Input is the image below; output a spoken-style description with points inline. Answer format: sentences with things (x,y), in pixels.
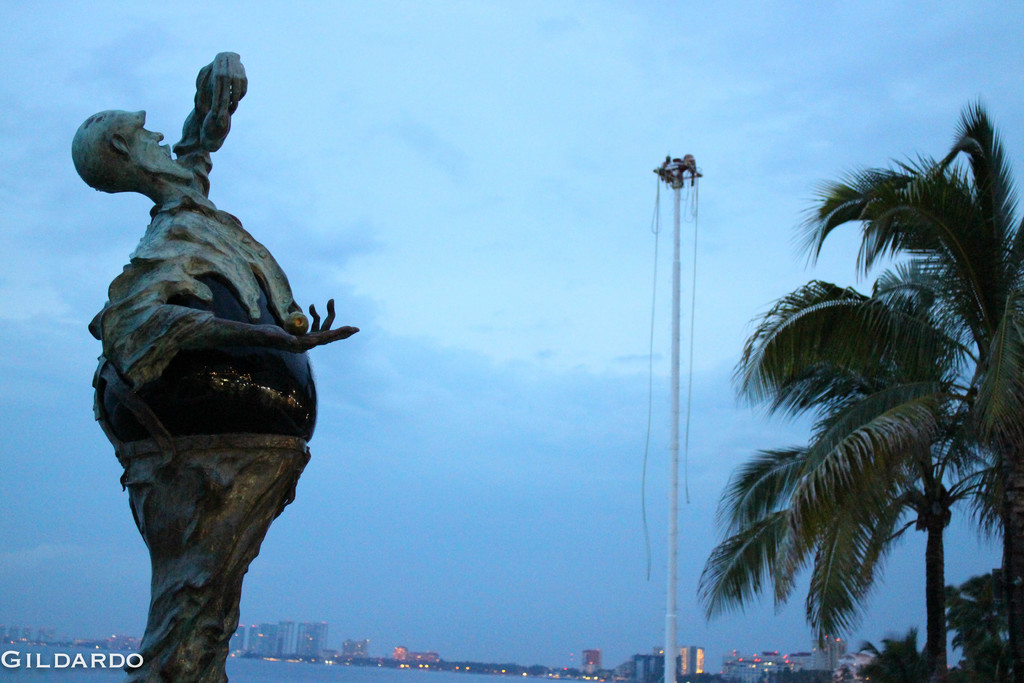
In this picture I can see sculpture (153,666), tree (850,479), buildings (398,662) and some lights (470,668).
